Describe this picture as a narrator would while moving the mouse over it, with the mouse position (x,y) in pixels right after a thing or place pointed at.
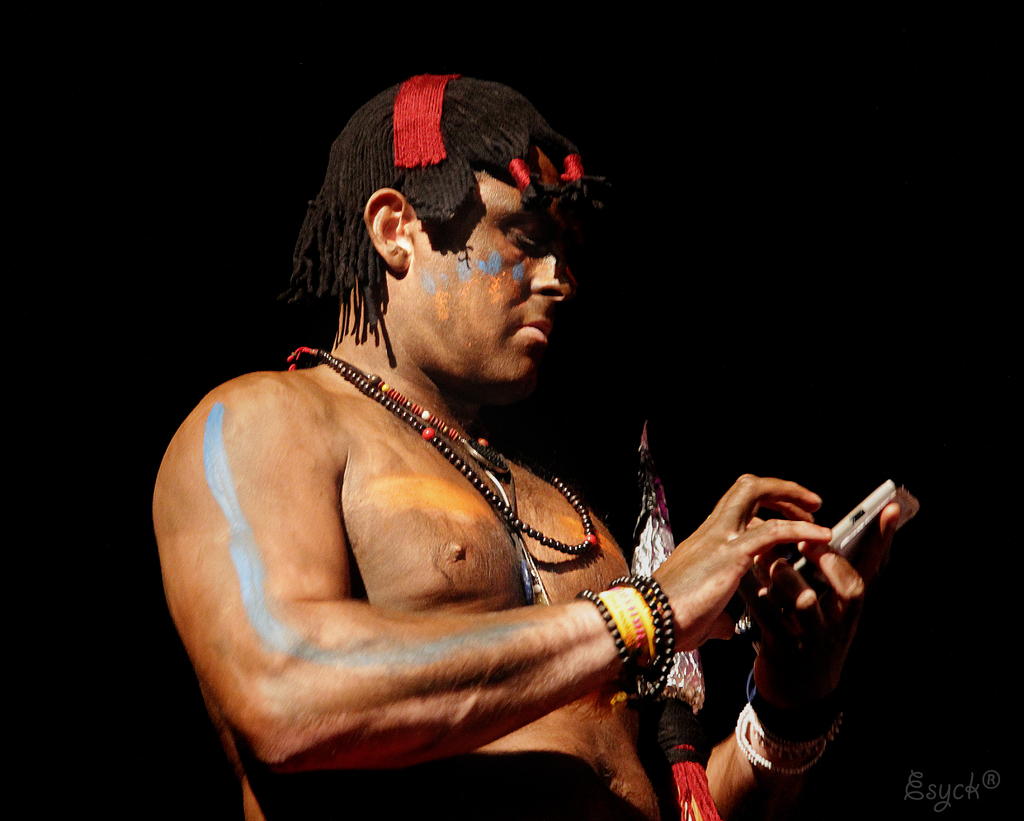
In this image I see a man (329,163) who is standing and holding a phone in his hand (870,567), I can also he is wearing lockets (375,392) and there are some colors on his body (444,512) and it is dark in the background (933,360).
